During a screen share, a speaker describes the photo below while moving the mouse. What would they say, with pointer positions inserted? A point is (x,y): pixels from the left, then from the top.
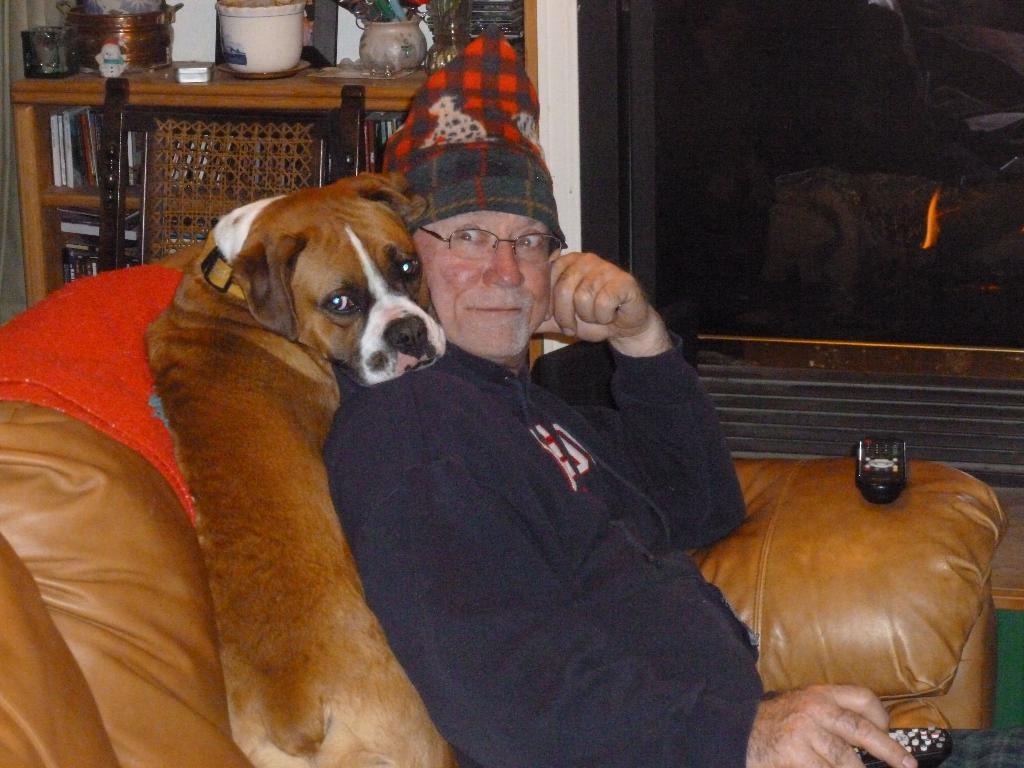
In this image I can see a man (457,297) and a dog (360,695) on a sofa (766,596). I can also see he is holding a remote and wearing a specs (514,250) and a cap (472,158). In the background (162,142) I can see a chair (155,160) and few utensils (392,30).
